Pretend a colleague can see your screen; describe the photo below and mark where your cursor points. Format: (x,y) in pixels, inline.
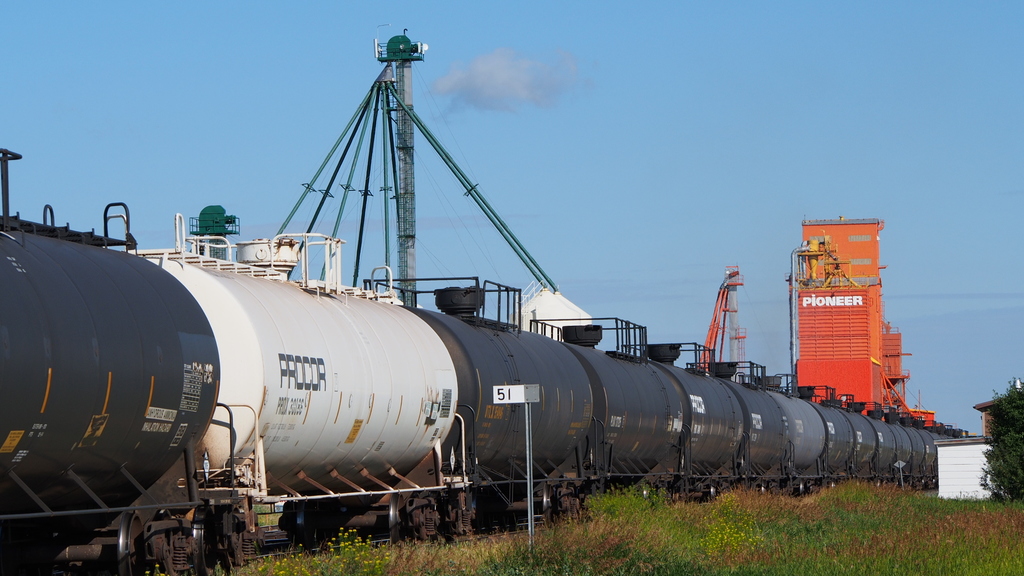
In this picture there is a train (337,285) in the center of the image (525,350) and there is grassland (711,524) at the bottom side of the image (772,533).
